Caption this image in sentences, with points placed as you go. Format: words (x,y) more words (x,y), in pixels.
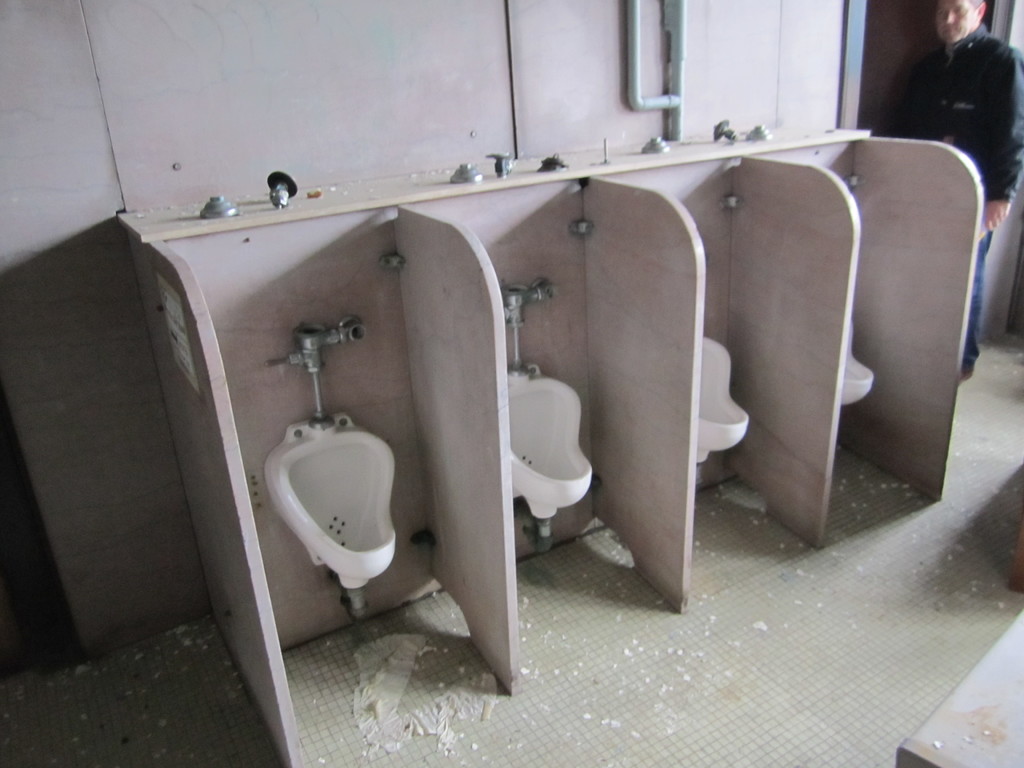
In this image there are few urinary toilets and a person (962,63) at the door (936,35).
